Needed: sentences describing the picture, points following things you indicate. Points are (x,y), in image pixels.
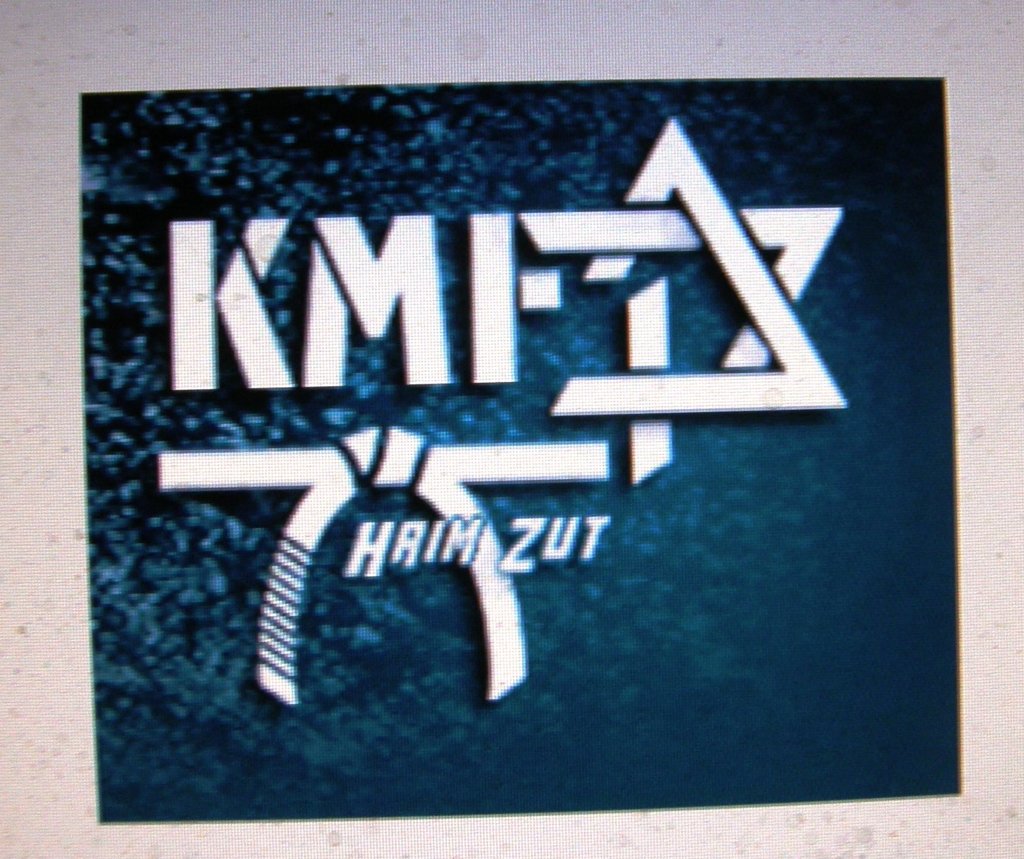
In the center of the image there is some text (399,230) on the blue color surface (651,588).
